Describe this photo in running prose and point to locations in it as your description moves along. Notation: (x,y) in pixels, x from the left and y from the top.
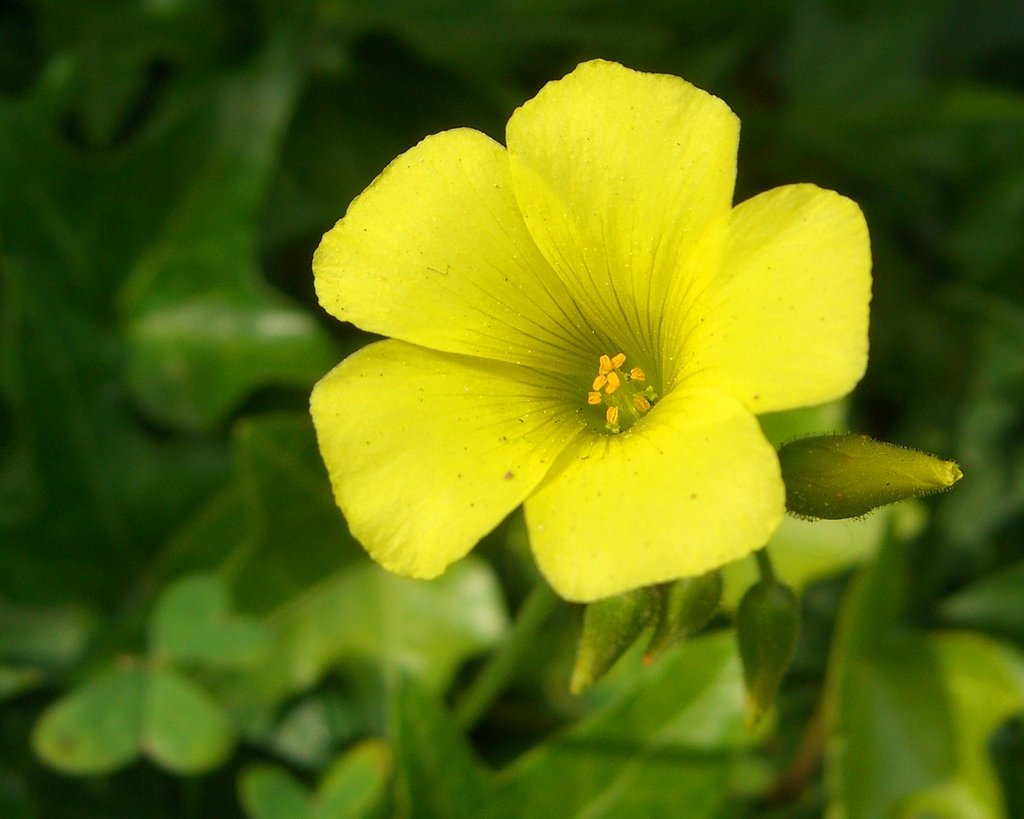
In this image I can see a yellow color flower (633,378) and few green leaves (696,635). Background (981,366) is blurred.
